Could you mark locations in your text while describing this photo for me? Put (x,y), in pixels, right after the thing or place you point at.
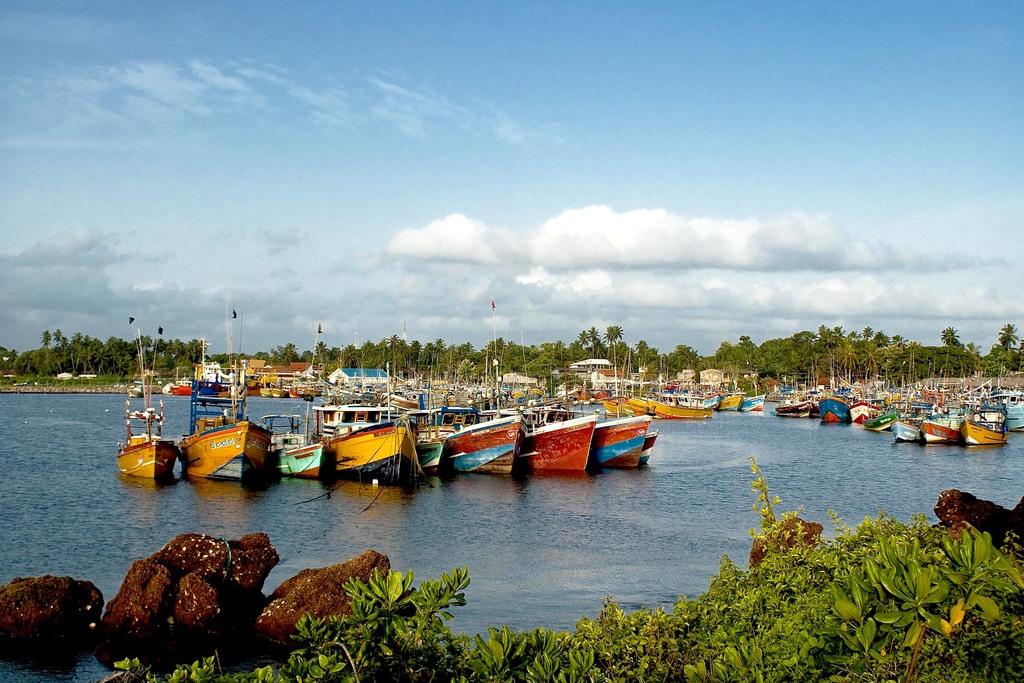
In this image we can see a group of boats (315,452) with poles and the flags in a large water body (524,541). We can also see some stones (342,601) and plants (853,633). On the backside (804,370) we can see a group of trees (777,364), houses (722,371), a fence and the sky (438,227) which looks cloudy.
